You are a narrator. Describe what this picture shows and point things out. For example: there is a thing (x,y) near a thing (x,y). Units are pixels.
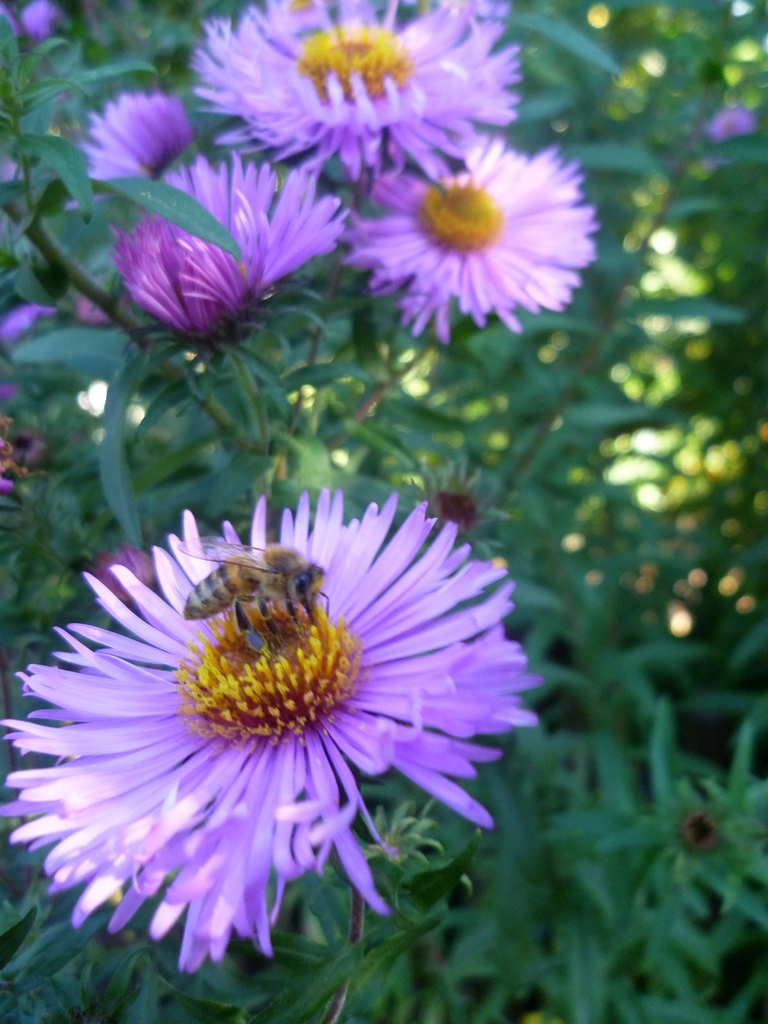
In this image we can see there are flowers (338,611) and plants (644,912), on the one of the flower (349,680) there is a honey bee (293,592).
